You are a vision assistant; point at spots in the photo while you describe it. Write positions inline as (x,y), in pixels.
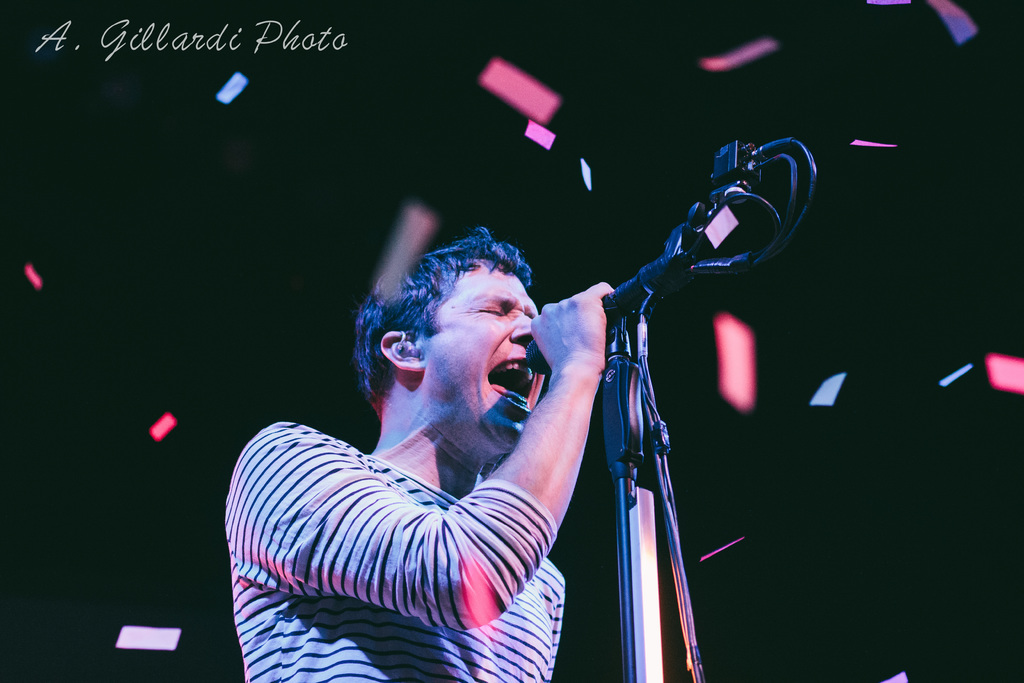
In this image we can see a man (516,521) standing and holding the mic (626,305) in his hand (588,330). In the background (720,57) we can see confetti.
